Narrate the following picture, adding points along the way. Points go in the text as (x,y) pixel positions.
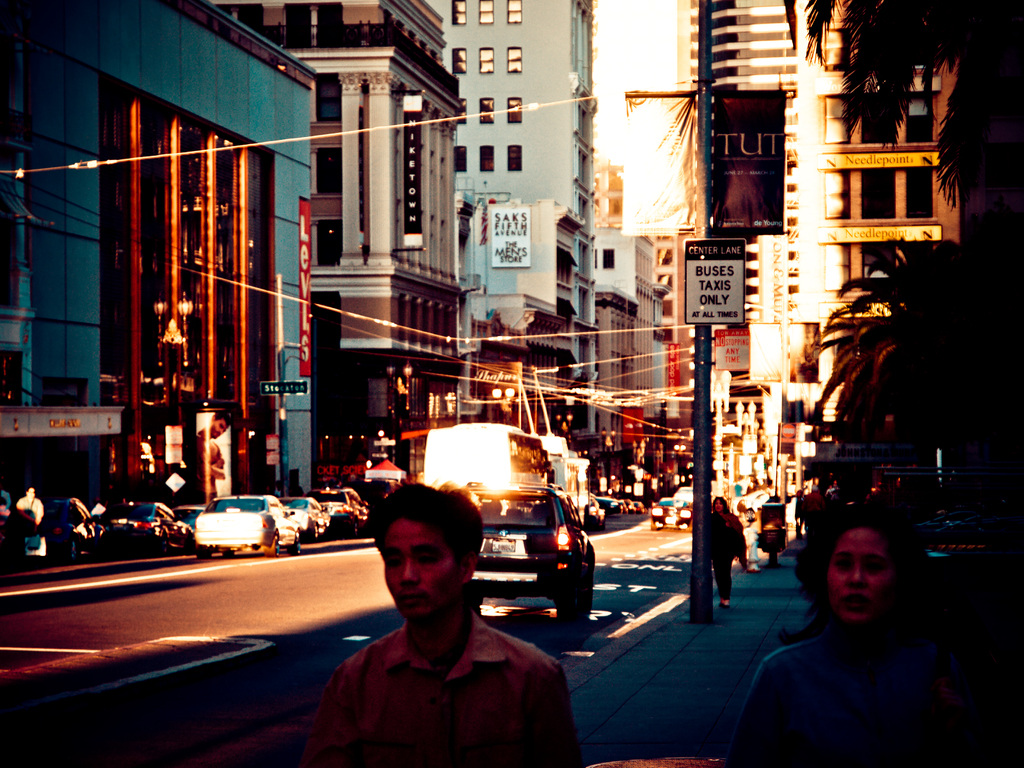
This is clicked in the street (176,751), there are vehicles (190,538) going on the road (678,534) and few (426,555) walking on the footpath (678,620) in the front (640,685), there are buildings (575,16) on either side of the road (678,584) and above its sky (635,63).
